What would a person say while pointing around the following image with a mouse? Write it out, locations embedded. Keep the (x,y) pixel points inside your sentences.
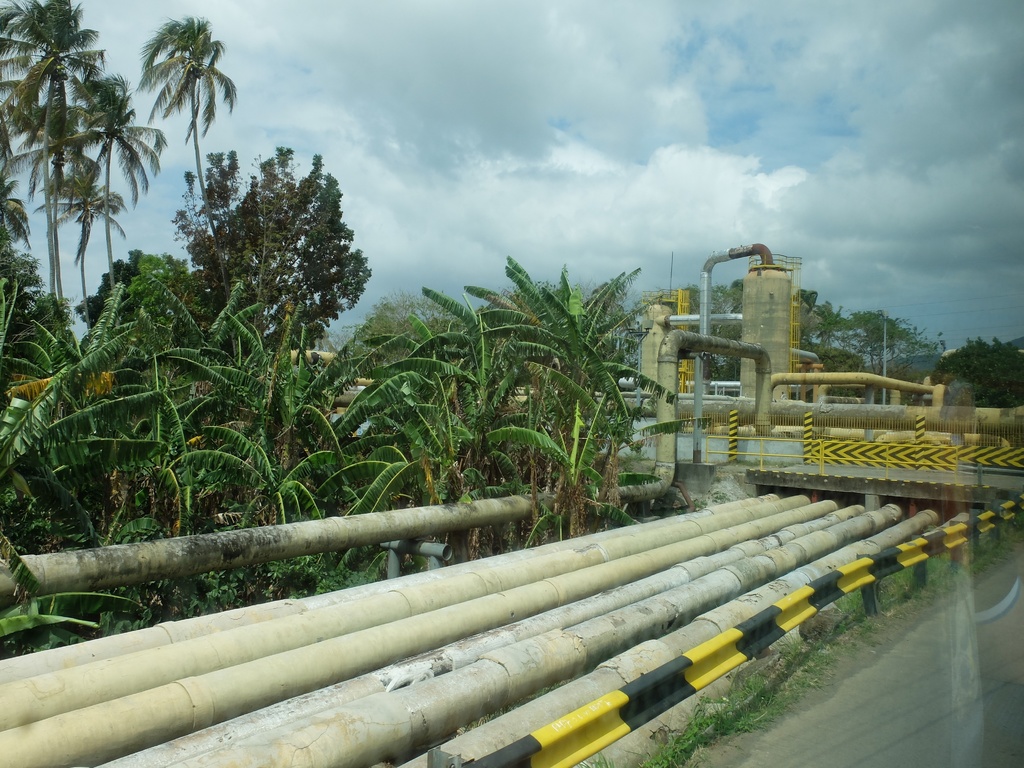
As we can see in the image there are pipes (499,616), trees (318,484), bridge (988,479), sky (688,244) and clouds (663,80).
